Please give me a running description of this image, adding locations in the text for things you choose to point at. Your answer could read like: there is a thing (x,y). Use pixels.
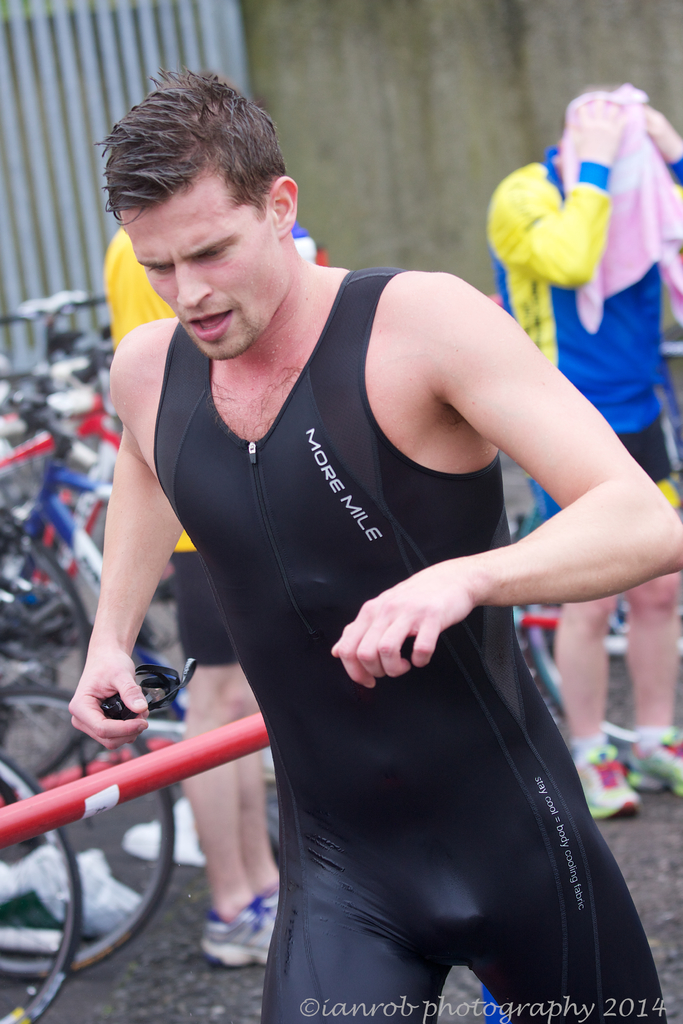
There is a man (326,522) in the picture who is wet and in swimsuit (328,600) holding something in his hand (134,732). Behind him there are some persons (653,454), one is cleaning his head (617,156) with a towel (612,282). He is wearing shoes (607,785). And the other guy (145,292) is behind the man (236,451) who is nearer to the picture. There is a railing rod (207,767) behind the man (293,737) and some cycles (21,559) are parked there and in the background (439,72) we can observe a wall (399,117) and some rods (193,37).
